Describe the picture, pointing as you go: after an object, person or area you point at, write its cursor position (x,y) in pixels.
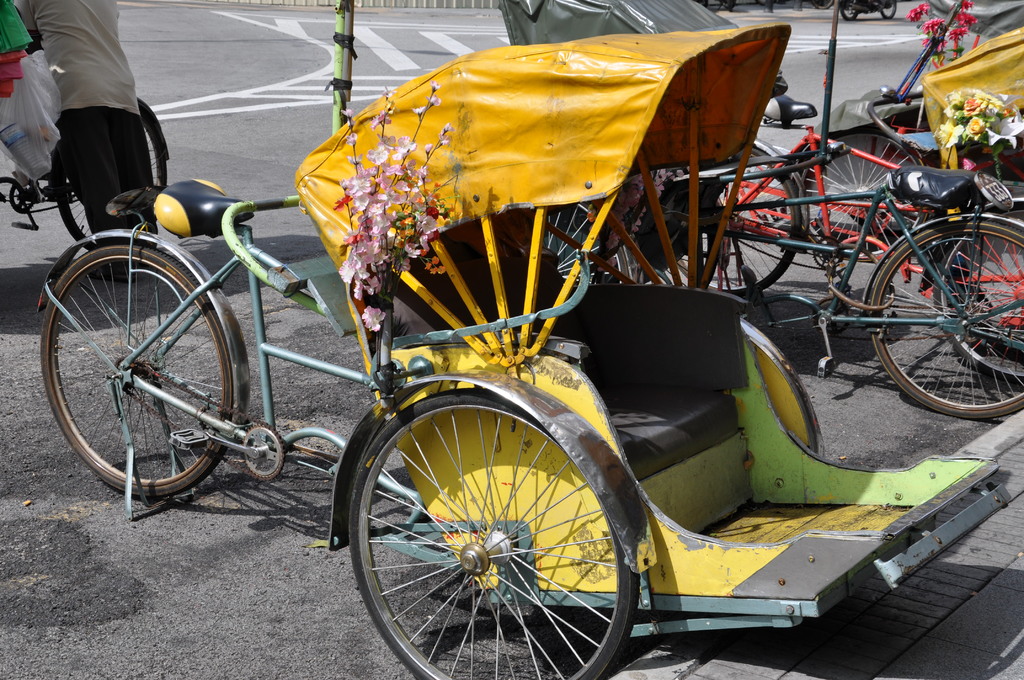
This image consist of cycles (79,280) and rickshaws (432,352). There is a person (78,115) on the left side (97,181).
